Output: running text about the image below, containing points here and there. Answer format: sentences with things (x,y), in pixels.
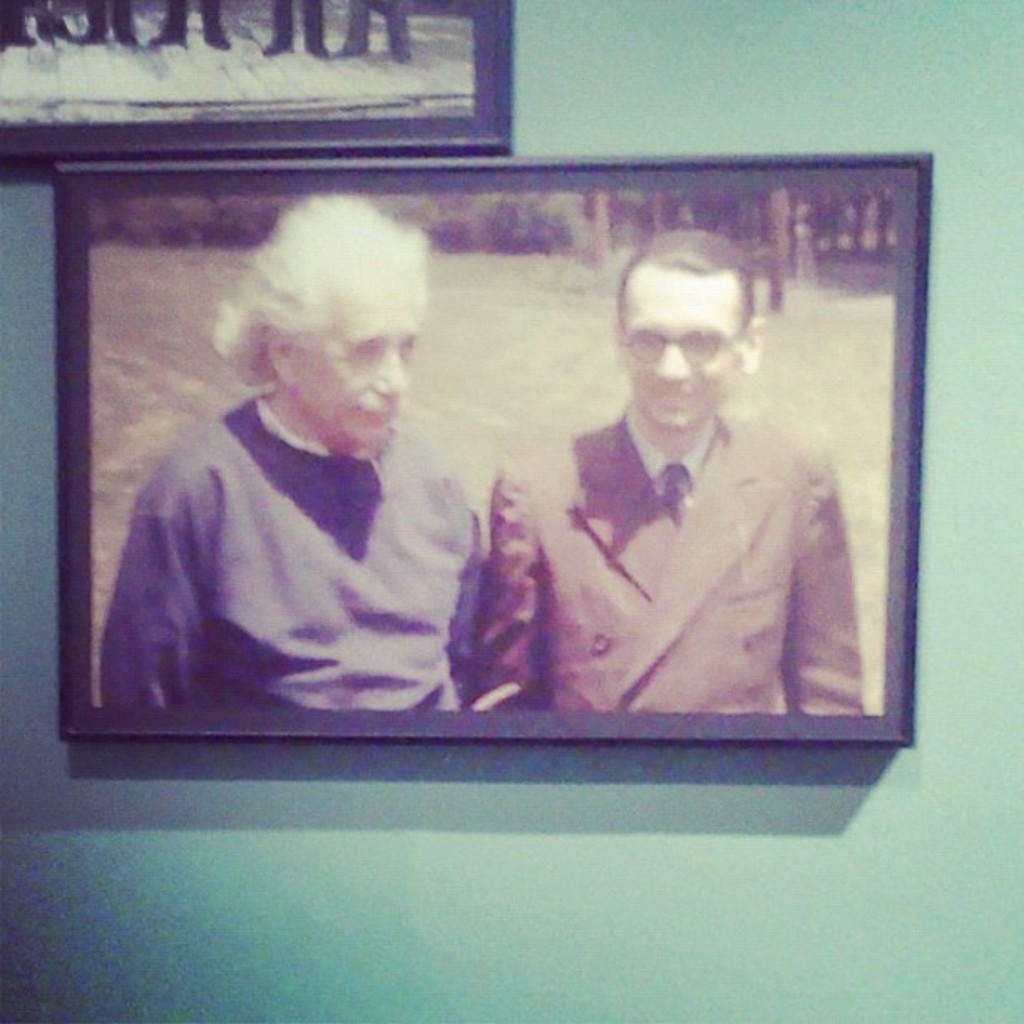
In this image, there is a picture (66,624) on the wall (942,210), in that picture (115,583) there is Einstein (152,566) and at the right side (687,580) there is a man (569,577) standing.
